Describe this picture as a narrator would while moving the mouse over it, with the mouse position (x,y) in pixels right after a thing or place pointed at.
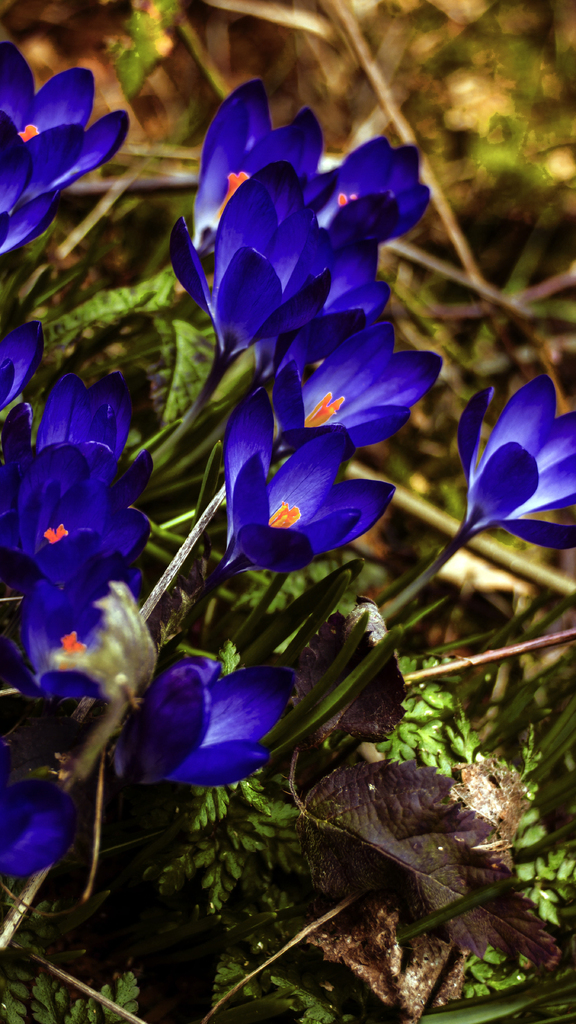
In this image I can see the blue, white and yellow color flowers (115,553) to the plants (154,607). And there is a blurred background (233,42).
